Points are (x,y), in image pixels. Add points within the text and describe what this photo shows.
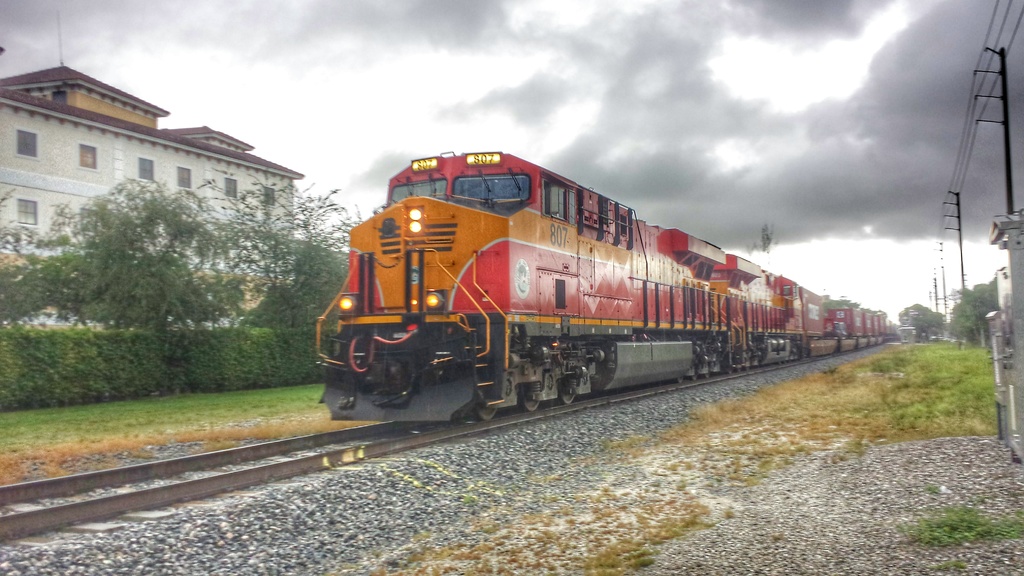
In this image we can see a train (402,383) on the railway track (115,508). To the left side of the image (101,107) there is a building (72,156) with windows (59,93). There are trees (178,317), plants (184,340), grass (201,395). To the right side of the image (1001,121) there are electric poles (943,266) and wires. At the top of the image (563,98) there is sky (563,98) and clouds (700,90).
